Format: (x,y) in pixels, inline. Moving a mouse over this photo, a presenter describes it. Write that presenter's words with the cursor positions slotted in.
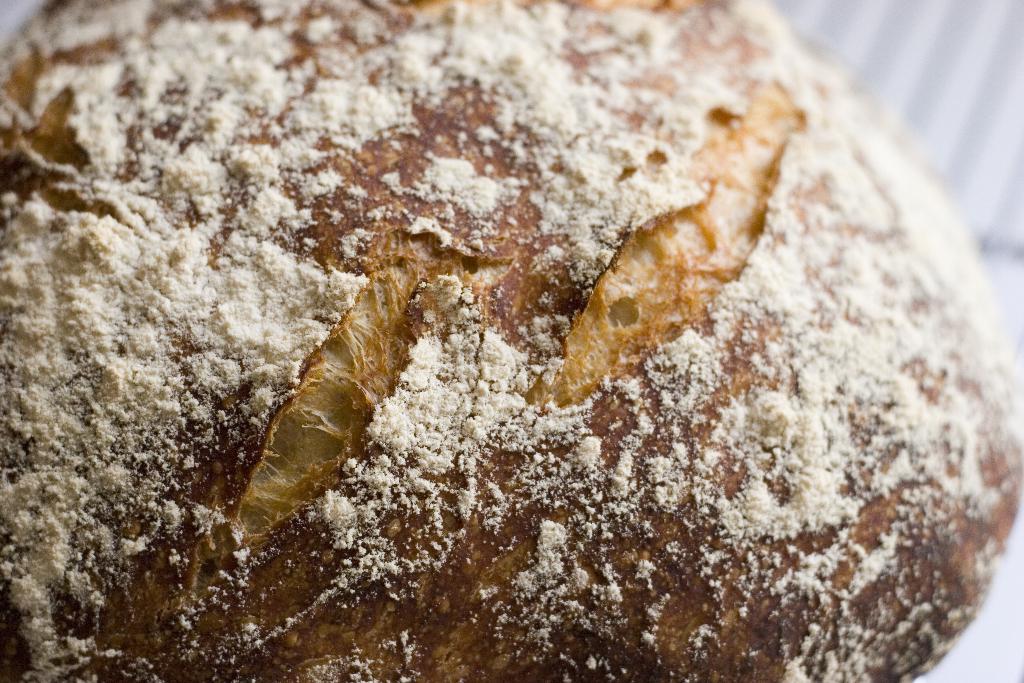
In this picture we can see food (625,250).
